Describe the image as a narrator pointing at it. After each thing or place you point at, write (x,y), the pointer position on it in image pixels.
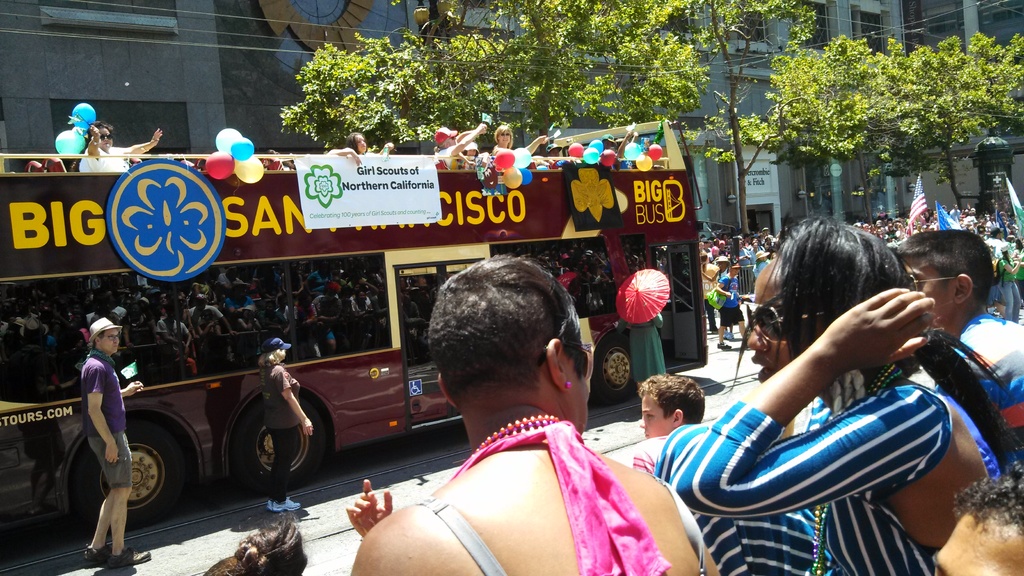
In this picture there is a man (575,354) who is wearing spectacle (585,371). Beside him there is a woman (758,490) who is wearing blue dress (868,485). On the left (279,416) there are two persons (270,428) were standing near to the bus (264,335). At the top of the bus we can see the persons (356,161) who are waving their hands (629,139), beside them we can see some balloons (501,161) and banners (391,210). On right (768,237) background (1004,253) we can see many peoples (974,215) were standing on the road (719,339) and holding a flag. In the top (697,19) we can see the electric wires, buildings (269,83) and trees (771,64).
